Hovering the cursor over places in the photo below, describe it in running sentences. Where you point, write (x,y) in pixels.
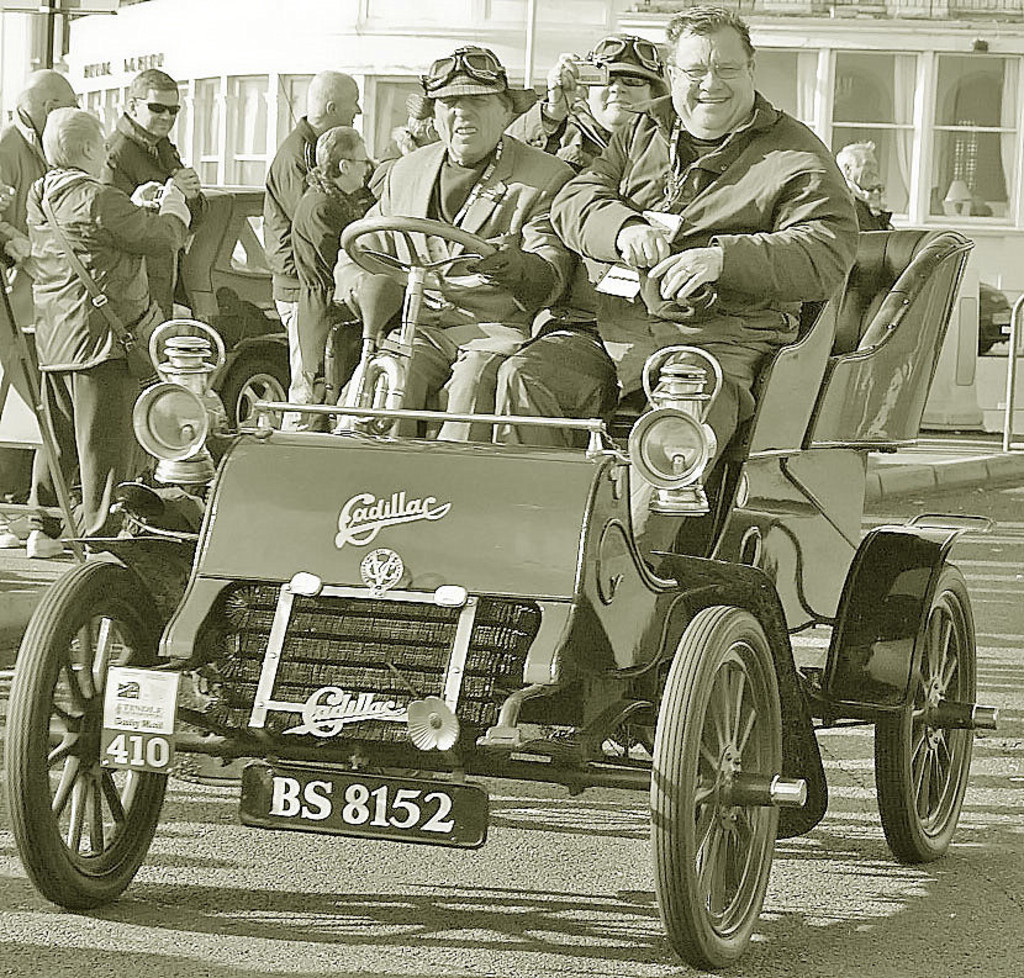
As we can see in the image there is a building (786,27), car (223,205), few people (413,138) here and there.
